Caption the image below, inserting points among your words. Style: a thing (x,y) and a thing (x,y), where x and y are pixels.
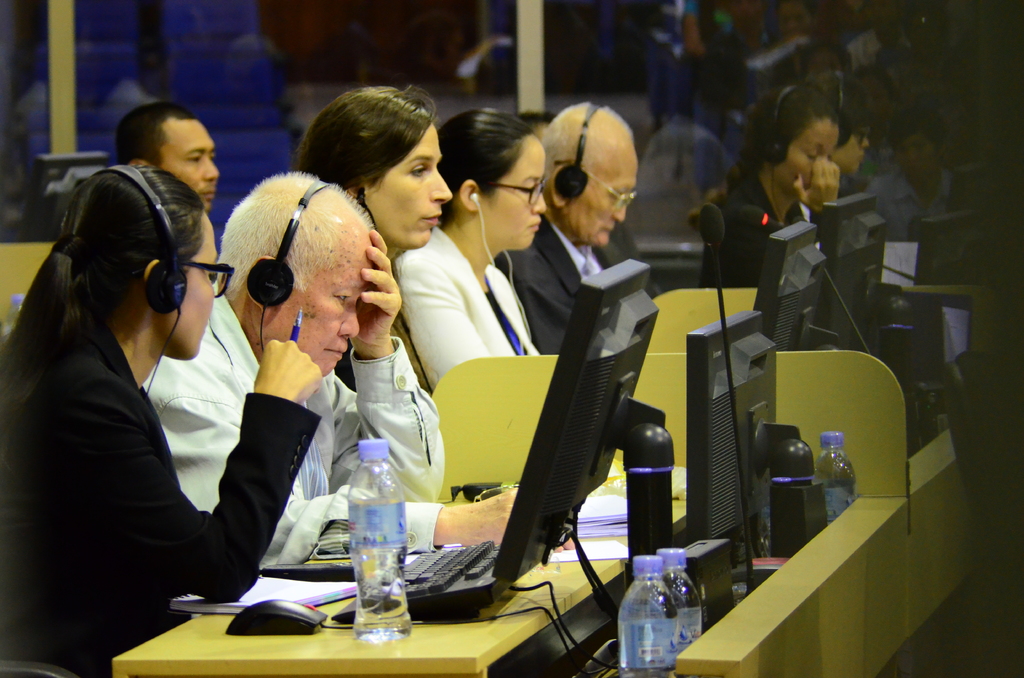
This image consists of many people (569,160). They are wearing headsets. In front of them, there are computers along with bottles (661,598) are kept on the table (432,645). In the background (5,68), we can see the glass windows (125,85).
